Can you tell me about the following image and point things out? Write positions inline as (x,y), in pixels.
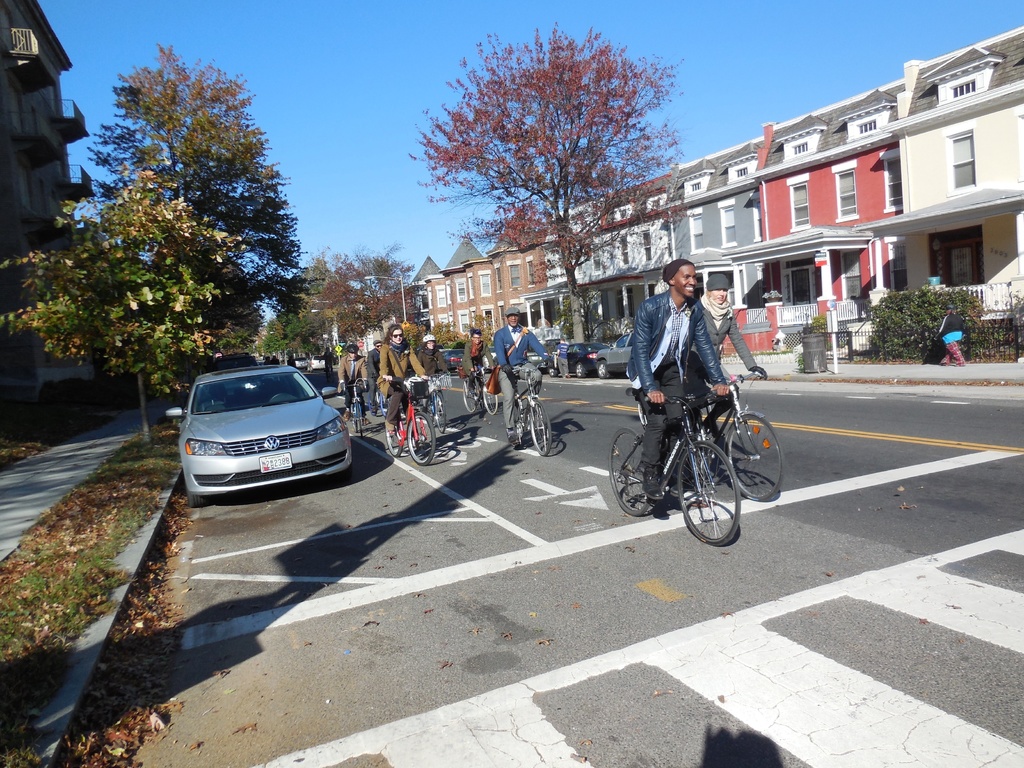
As we can see in the image there is a sky (299,48), tree (451,166), buildings (683,177), car (296,369) and few people (660,424) riding bicycles (683,434).
